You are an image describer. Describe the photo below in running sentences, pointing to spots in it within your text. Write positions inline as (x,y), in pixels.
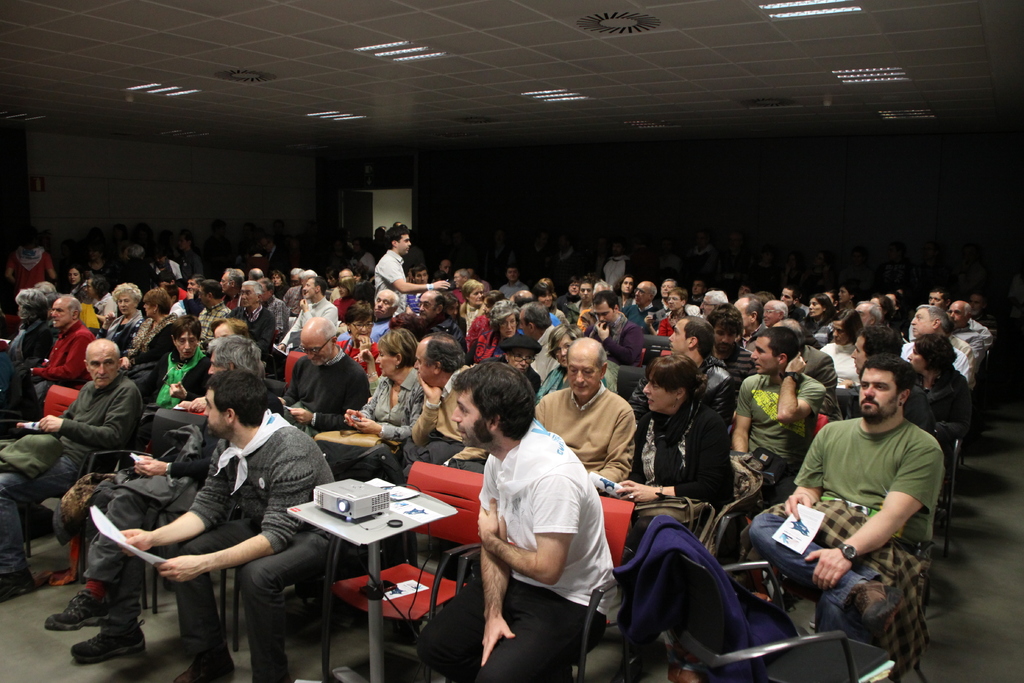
At the top (552,83) we can see the ceiling (266,79) and lights (916,109). In this picture we can see people (792,551) sitting on the chairs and few people (895,268) are standing. Few people (4,491) are holding papers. On the right side of the picture (991,494) we can see a jacket (668,537) on a chair (697,595) and the floor (1010,475).
